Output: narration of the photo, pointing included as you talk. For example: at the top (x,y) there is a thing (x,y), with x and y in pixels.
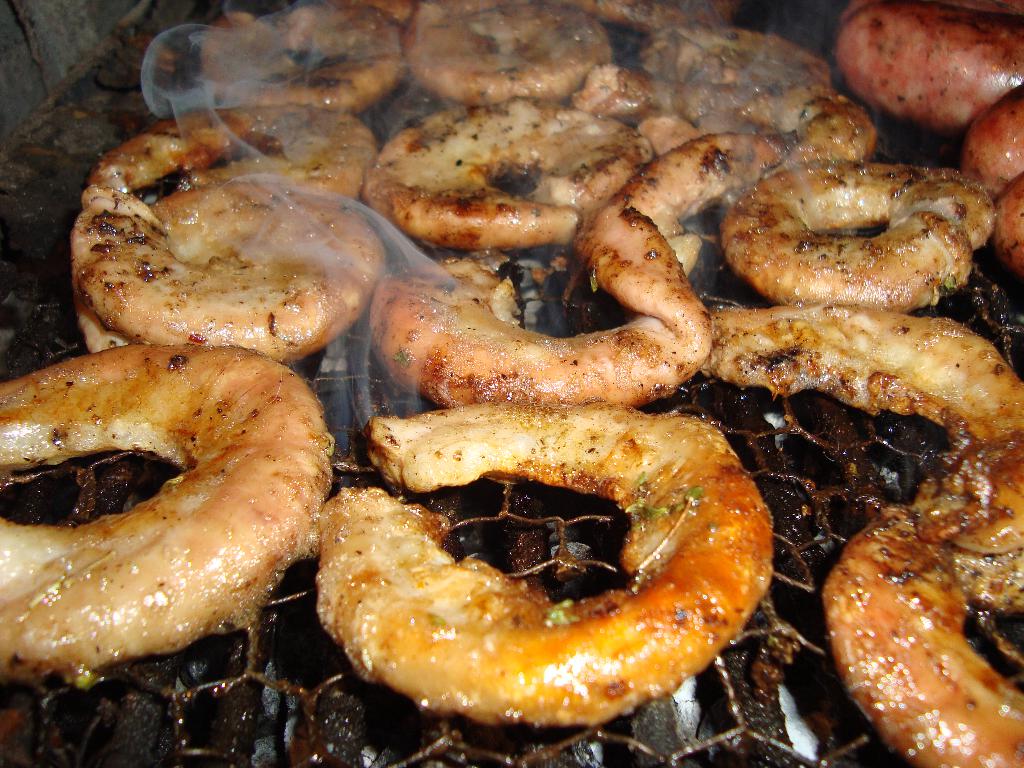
There are food items (527,240) on a grill (259,681) and under it we can see coal (362,690) and there is smoke (233,137) on the food (535,724).
